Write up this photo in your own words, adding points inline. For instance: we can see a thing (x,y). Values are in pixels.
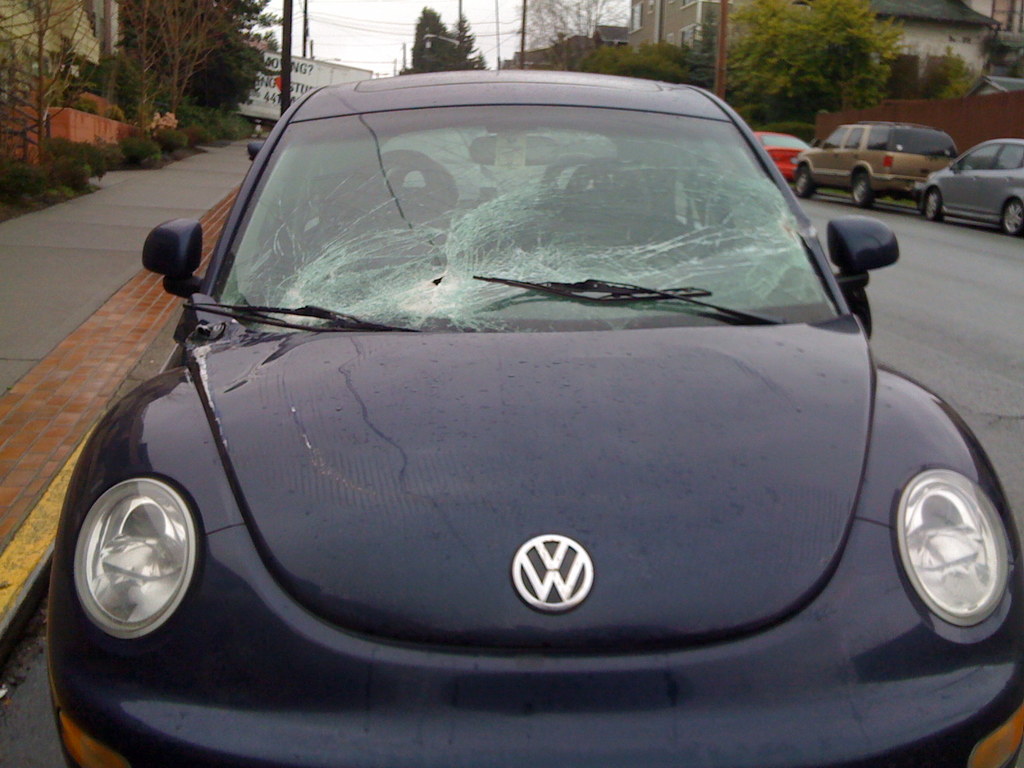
This picture shows few buildings (706,6) and trees (713,54) on the either side of the road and we see a pole (287,23) on the sidewalk (14,265) and we see few cars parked on the side and we see a cracked windshield glass (687,131) of a car (218,340) and we see a cloudy sky (369,42).
